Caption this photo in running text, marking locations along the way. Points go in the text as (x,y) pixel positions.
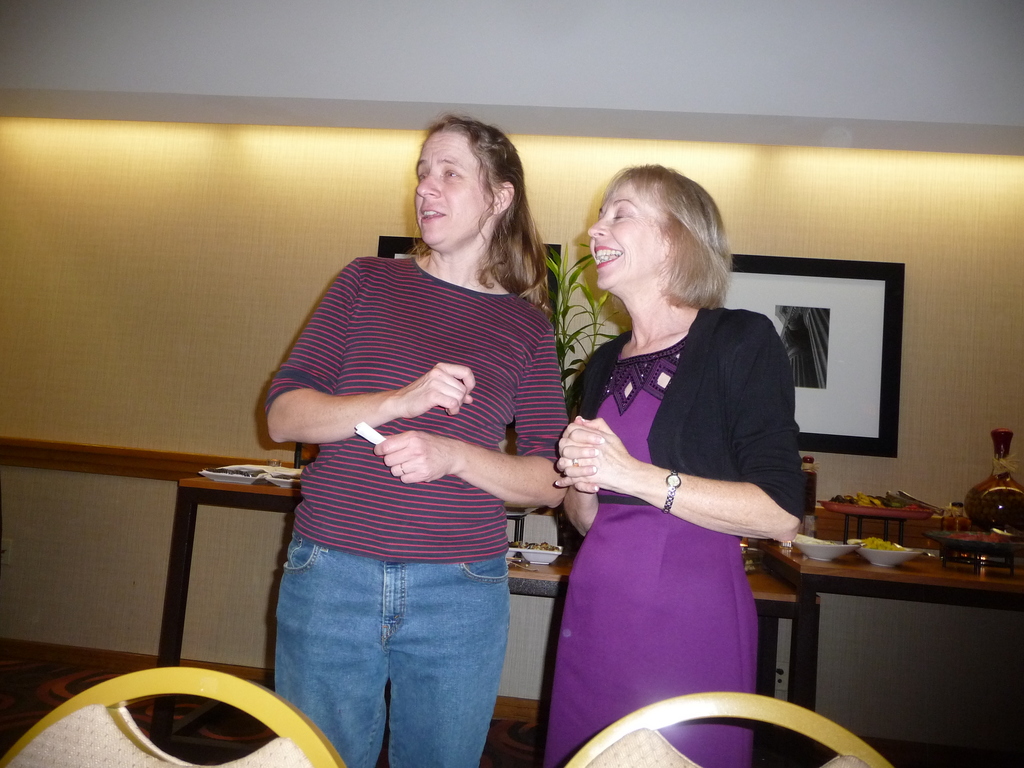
In this image there are two person (676,391) standing beside a table (532,588). On the table (760,584) we can see a cup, plates (887,551) and some fruits (873,539). There is a painting (874,393) on the wall (939,262). On the bottom (120,749) there are two chairs (322,763).
